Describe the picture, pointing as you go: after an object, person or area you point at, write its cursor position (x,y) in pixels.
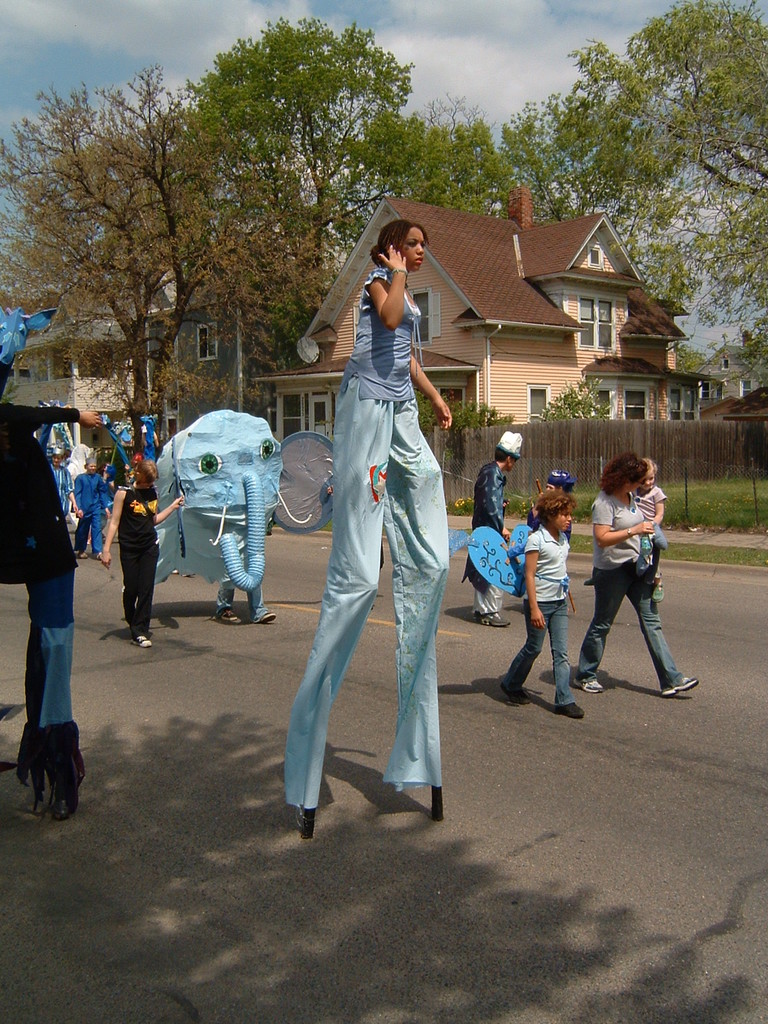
In the center of the image (383,402) we can see a lady (405,510) walking on the sticks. In the background (163,545) there are people (652,642) and we can see cartoons (214,497). There are trees (277,327), buildings (419,350), fence (760,454) and sky (96,67).
